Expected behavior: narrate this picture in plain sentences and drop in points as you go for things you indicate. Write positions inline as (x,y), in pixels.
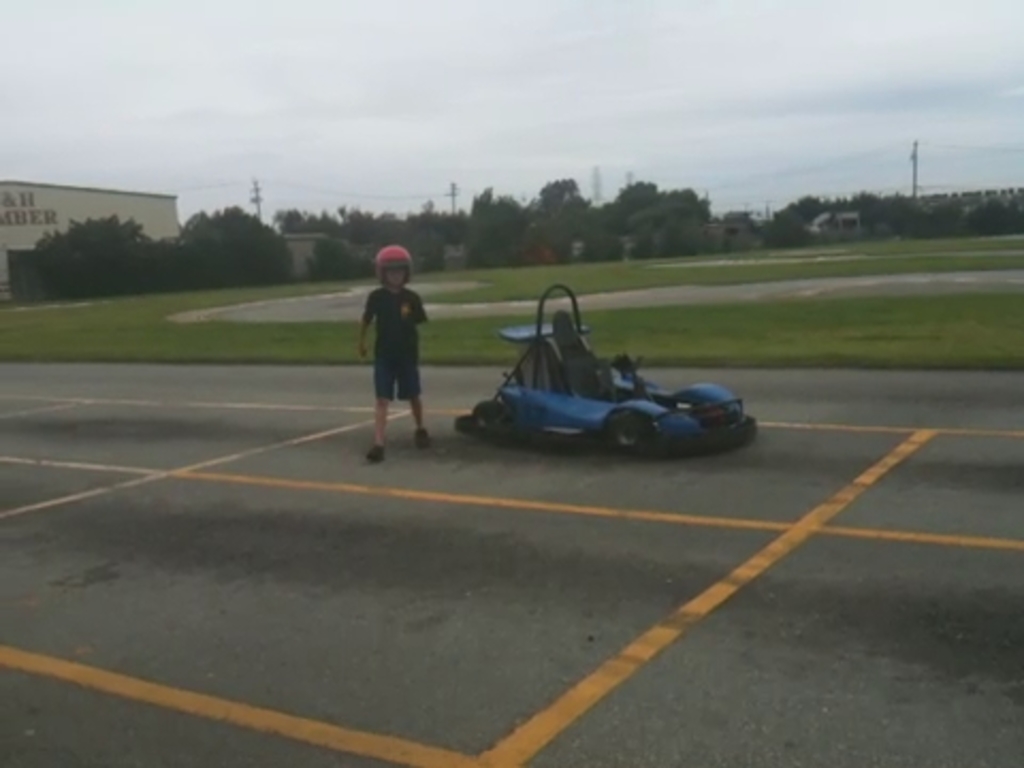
In this image we can see the vehicle (650,390) and also a person (385,313) wearing the helmet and walking on the road (356,531). In the background (401,228) we can see the trees (553,223), electrical poles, building (129,197) and also the grass (760,314). Sky (772,11) is also visible at the top (615,73).
